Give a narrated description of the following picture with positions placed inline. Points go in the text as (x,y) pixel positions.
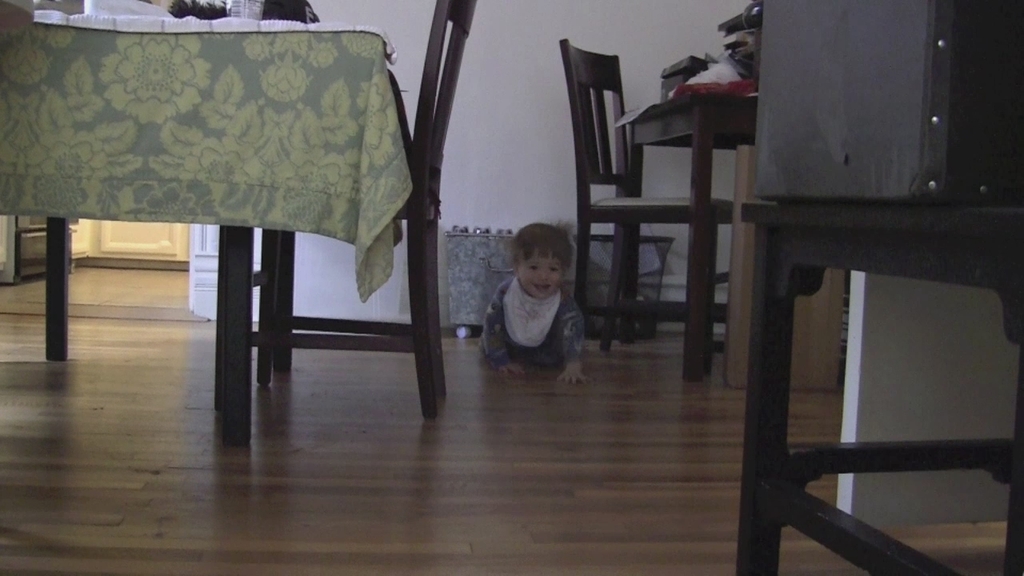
This Image consists of a dining table (291,187), chairs (670,220), a kid (526,358). On the table (278,100) there is a cloth (240,48), glass (258,9), box (764,78).
